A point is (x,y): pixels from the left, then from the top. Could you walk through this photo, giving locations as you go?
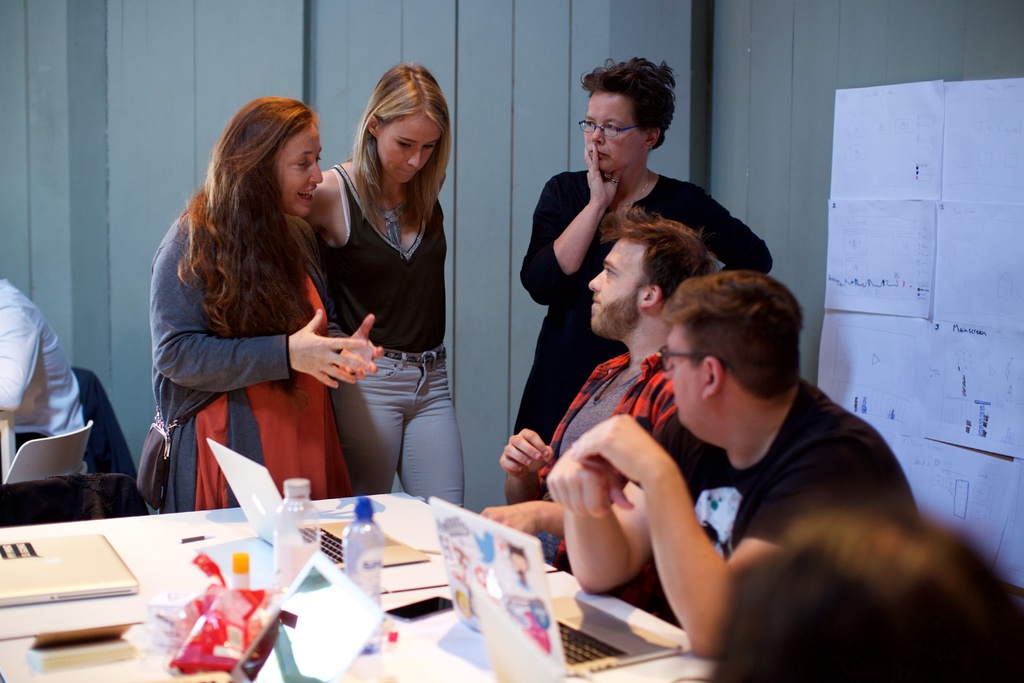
In this picture we can see three women (632,137) standing in front of a table (251,545). This woman (300,394) is talking. We can see these three men (743,476) sitting on chairs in front of a table (154,539) and on the table (419,642) we can see water bottles (373,561), packets (205,619), laptops (506,613), pen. Behind to these we can see few papers (904,243) over a wall (869,43).
